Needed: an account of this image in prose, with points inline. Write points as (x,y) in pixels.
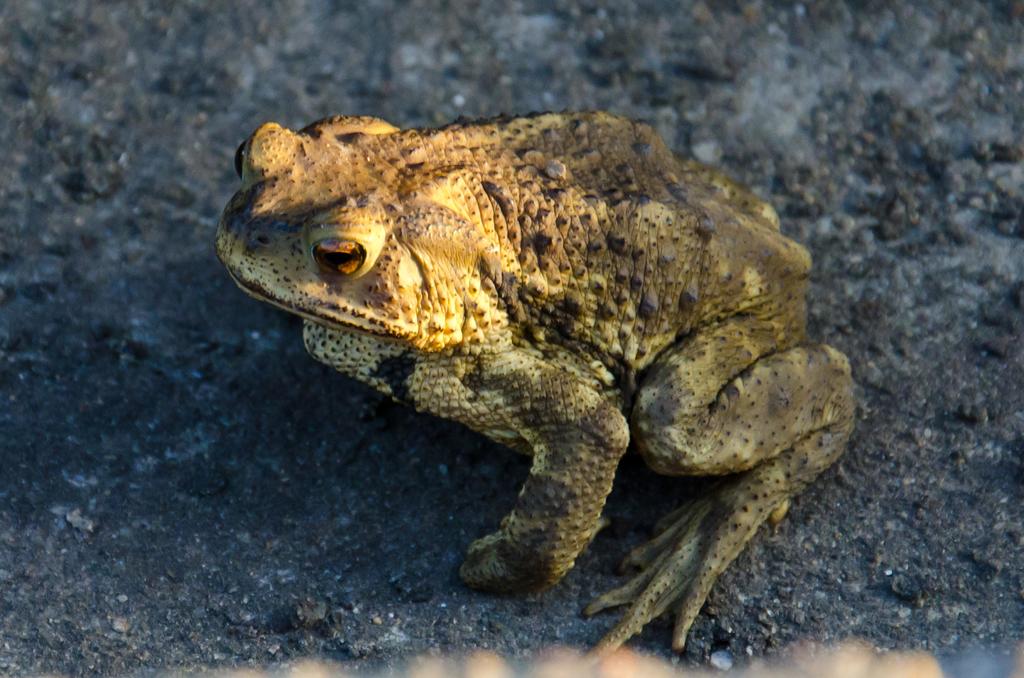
In this image we can see a frog (768,276) on the ground (192,190).
